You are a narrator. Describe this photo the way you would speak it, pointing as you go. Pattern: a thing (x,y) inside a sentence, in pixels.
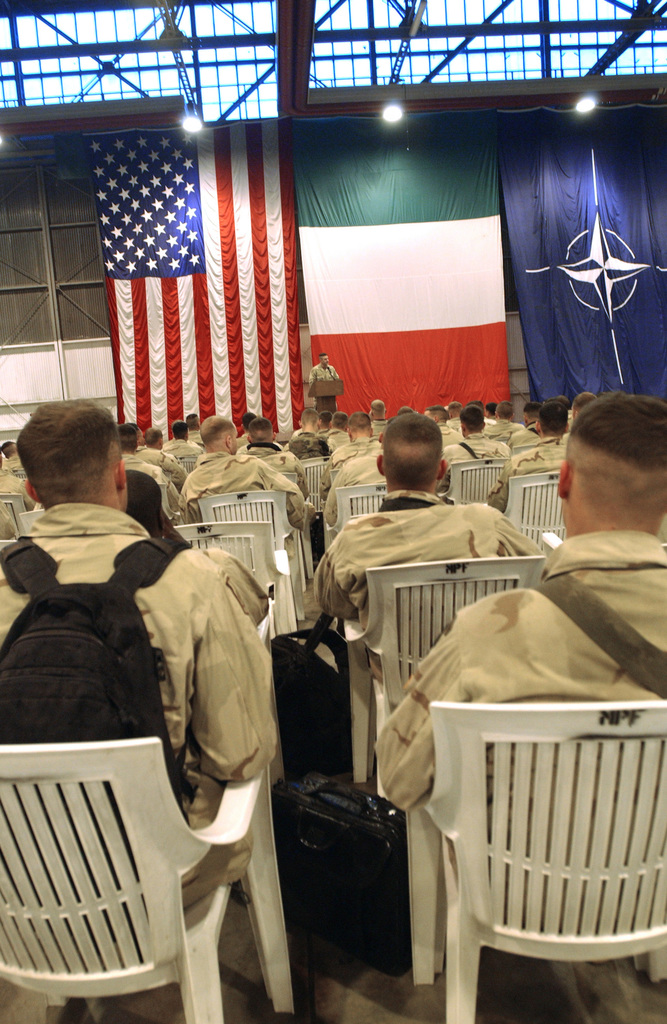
In this picture there are many men (132,489) with the uniform (198,563) sitting on the chair (206,530). In the front (157,668) there are two men (461,692) sitting. To the left side (97,613) there is a man (182,607) with black bag (37,652) is sitting. In the middle (322,360) there is a man (331,376) standing in front of the podium (329,385). Behind him there are three flags (339,275) hanging. To the top (577,109) there are three lights (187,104). And to the left (47,270) there is a door (62,292).
